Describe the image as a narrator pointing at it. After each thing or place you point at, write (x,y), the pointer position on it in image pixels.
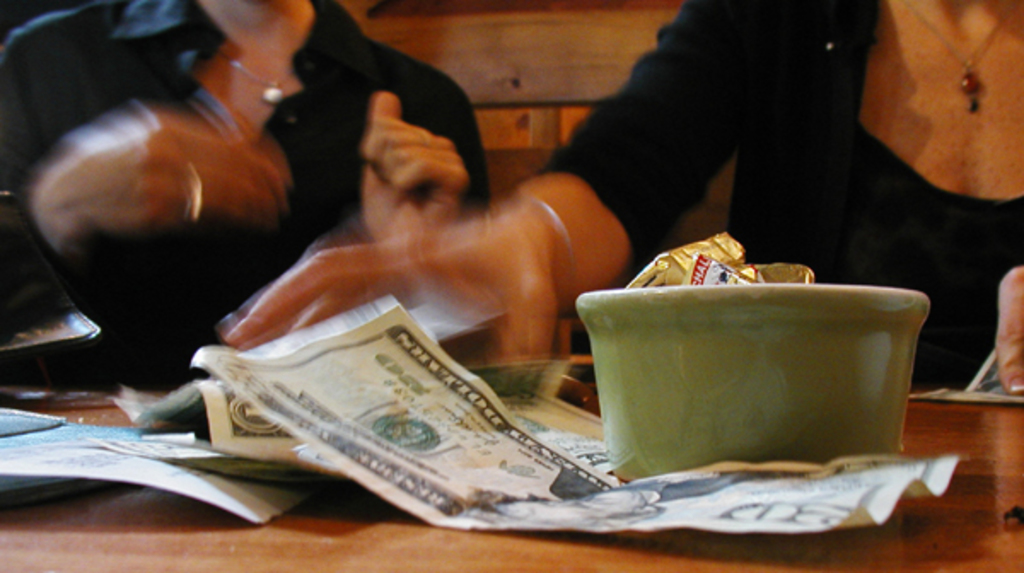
The picture consist of a table (976,418) and some dollars (424,504) and a cup (690,450) on the table (816,548), in front of the table (163,559) there are two persons (470,109) sitting, in the background (552,84) there is a wooden wall (551,96).
